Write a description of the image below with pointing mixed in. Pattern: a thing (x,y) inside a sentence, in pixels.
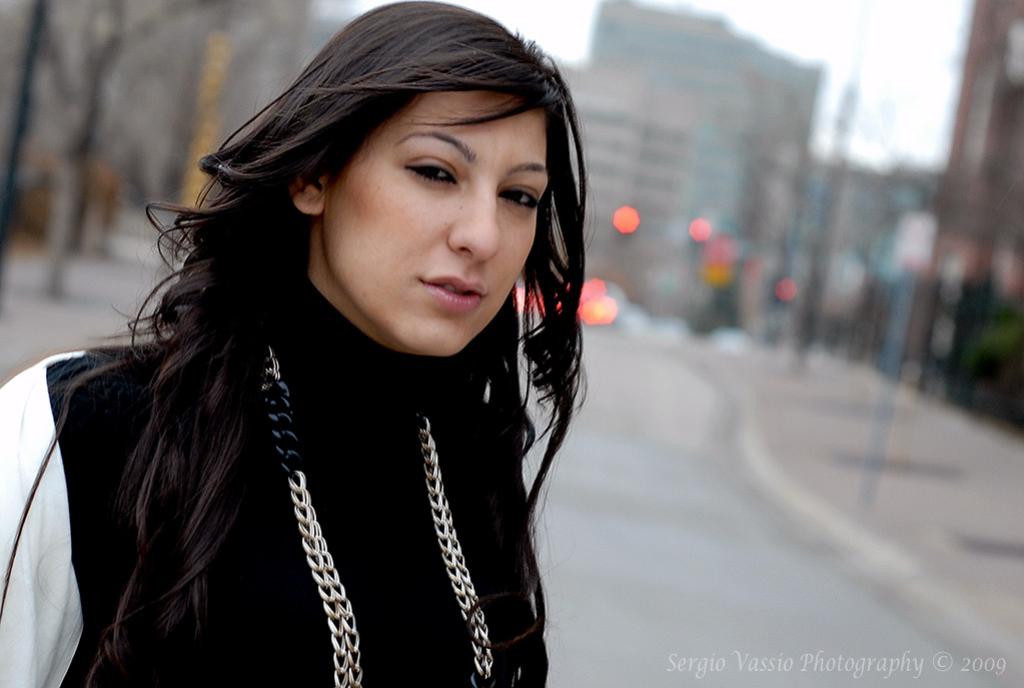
There is a woman (378,205) standing with the black dress (346,464) and wearing chain (341,670) around her neck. She is standing on the road (558,575). In the background (671,96) which is blurred, we can observe some buildings (714,191) and poles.
